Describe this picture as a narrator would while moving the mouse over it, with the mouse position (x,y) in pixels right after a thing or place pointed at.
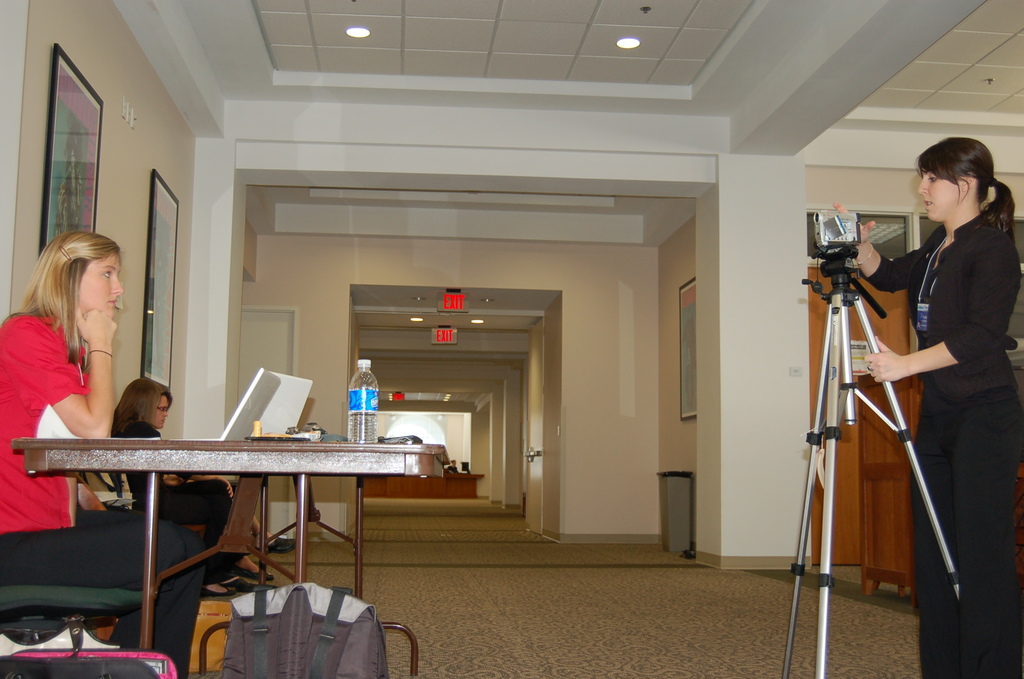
This is a picture of the inside of the building (770,381) on the right side (933,325) there is one woman (932,382) who is standing and she is holding a camera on the left side (141,436) there are two women (106,433) who are sitting on a chair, in front of them there is table (259,462) and on that table (57,445) there is one laptop (298,401) and one bottle (364,410) is there and in the bottom of the left corner (309,626) there is one bag (311,595) and on the top (428,57) there are ceiling (487,58) and two lights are there and on the left side (136,231) there is wall (124,175) and on that wall (110,178) there are two photo frames (96,174).
